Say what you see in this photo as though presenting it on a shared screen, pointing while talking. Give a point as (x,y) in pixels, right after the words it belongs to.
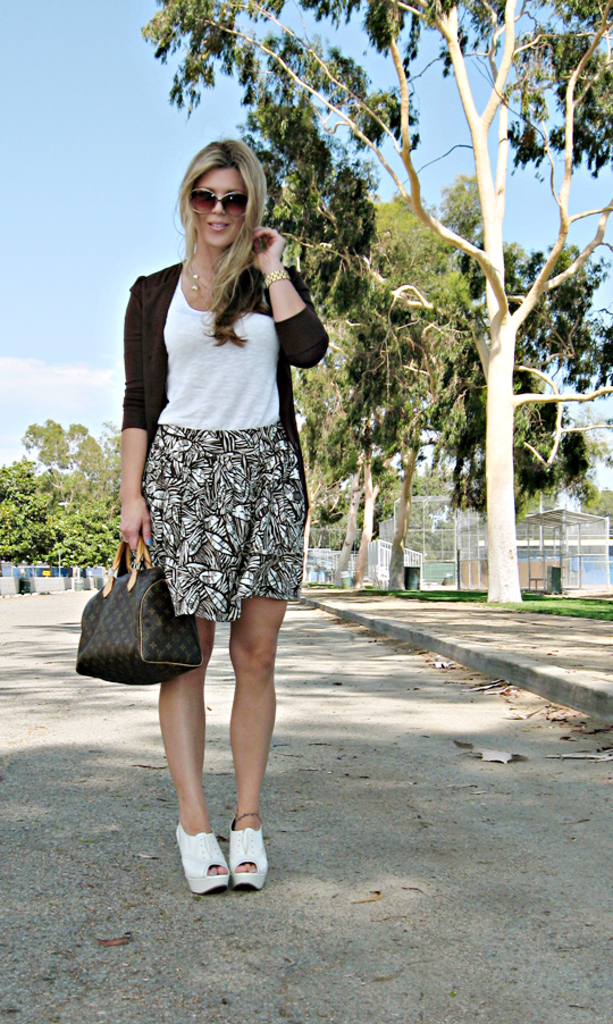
In this picture we can see a woman (250,240) is standing on the road (215,795) and she is holding a handbag (114,612). Behind the women (191,515), there are trees (356,431) and those are looking like sheds (480,537). Behind the trees (91,482), there is the sky (117,222).
